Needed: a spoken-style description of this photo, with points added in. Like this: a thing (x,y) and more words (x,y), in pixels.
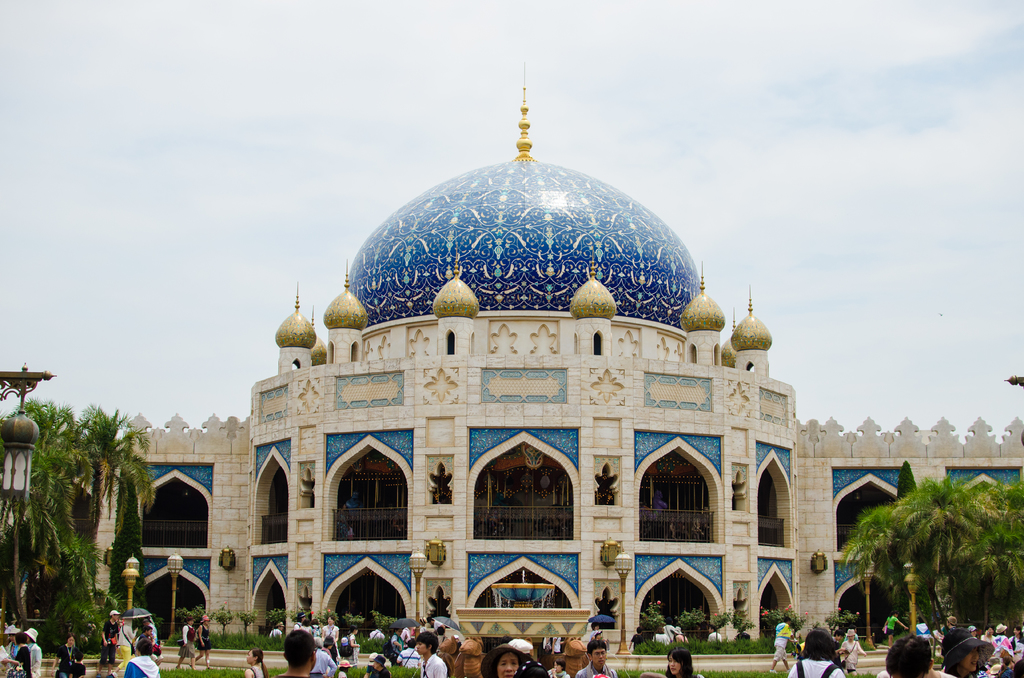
It is the picture of Tokyo Disney sea (532,437), many visitors (70,654) were walking around the area (864,650) in front of the building (432,594) and there is a fountain (521,589) in the middle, on the either side of the building (522,474) there are few trees (906,538).
